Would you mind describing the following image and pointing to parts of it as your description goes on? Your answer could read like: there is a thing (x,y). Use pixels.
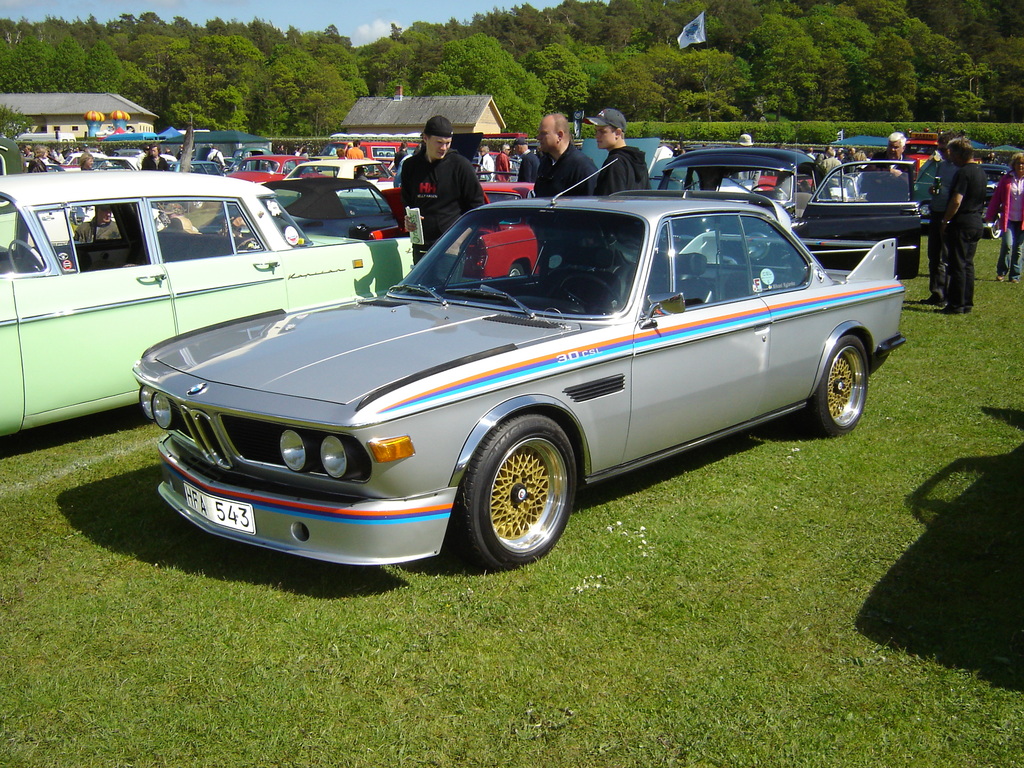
In this image we can see some cars (529,422) which are parked on the ground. We can also see some people (398,157) standing beside them. On the backside (574,71) we can see some houses (423,116) with roof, plants (706,122), a group of trees (622,104), the flag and the sky (440,14) which looks cloudy.
